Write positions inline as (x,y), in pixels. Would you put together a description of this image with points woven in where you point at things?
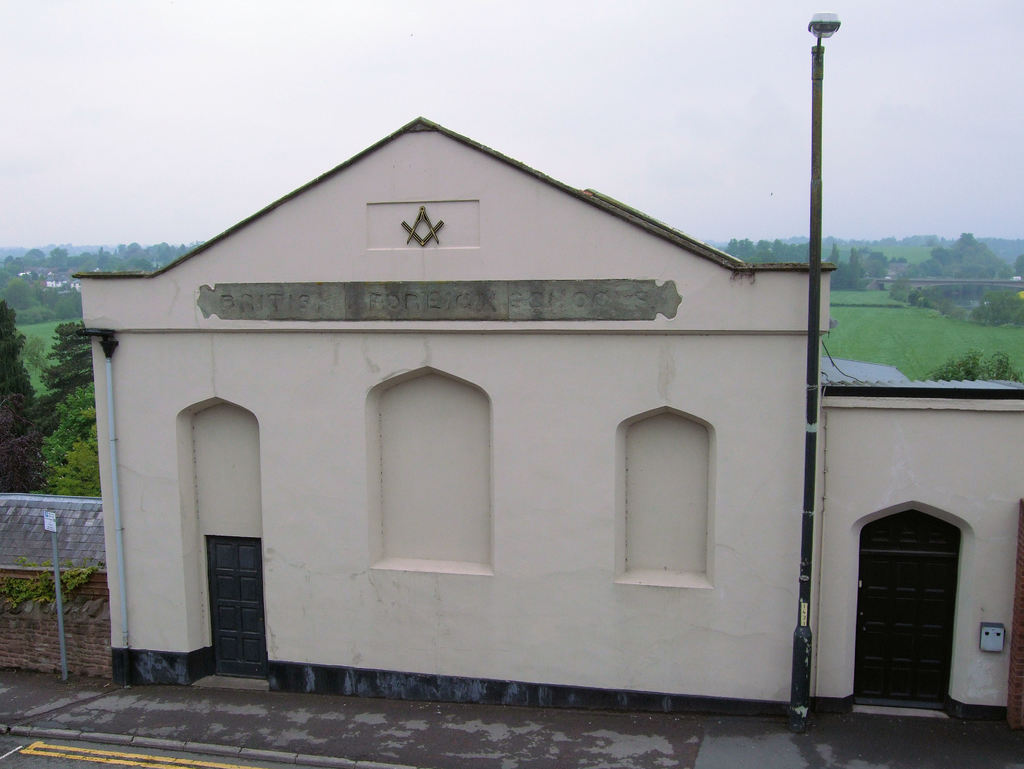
In this picture there is a building (473,316) and there is a text (300,303) and logo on the building (717,276) and there are poles (801,568). At the back (1010,303) there are buildings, trees (849,278) and there is a bridge (900,278). At the top (651,88) there is sky (654,86). At the bottom (64,754) there is a road (78,753).
